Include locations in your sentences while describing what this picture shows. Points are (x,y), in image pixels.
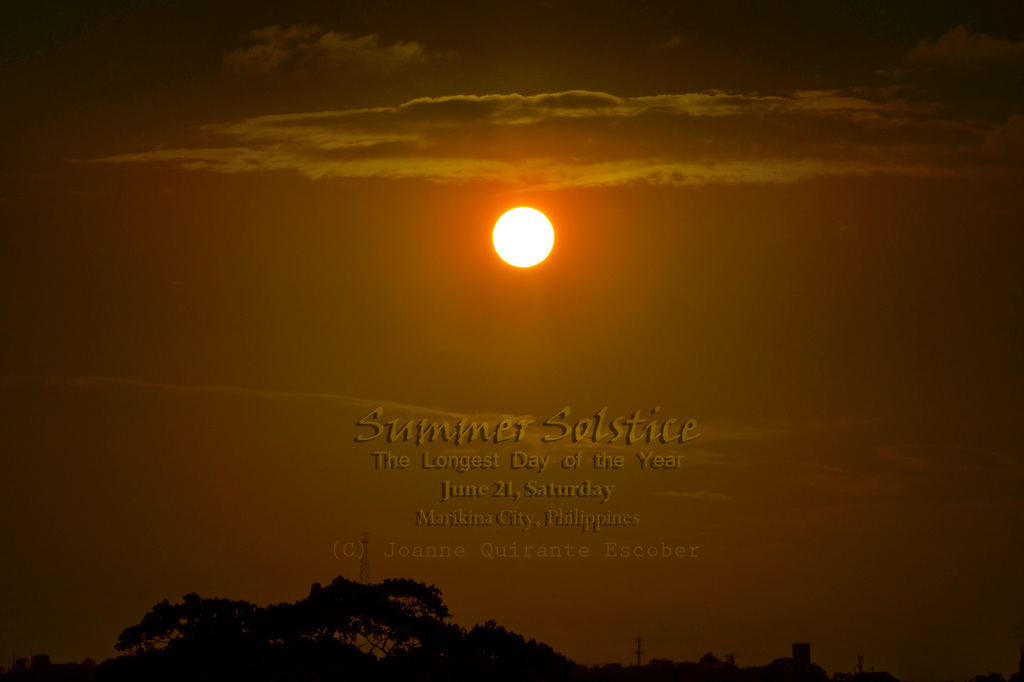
In this image, I can see the trees (397,671). This is the sun (510,227) and clouds (392,171) in the sky (551,132). I can see the watermark (565,454) on the image.
